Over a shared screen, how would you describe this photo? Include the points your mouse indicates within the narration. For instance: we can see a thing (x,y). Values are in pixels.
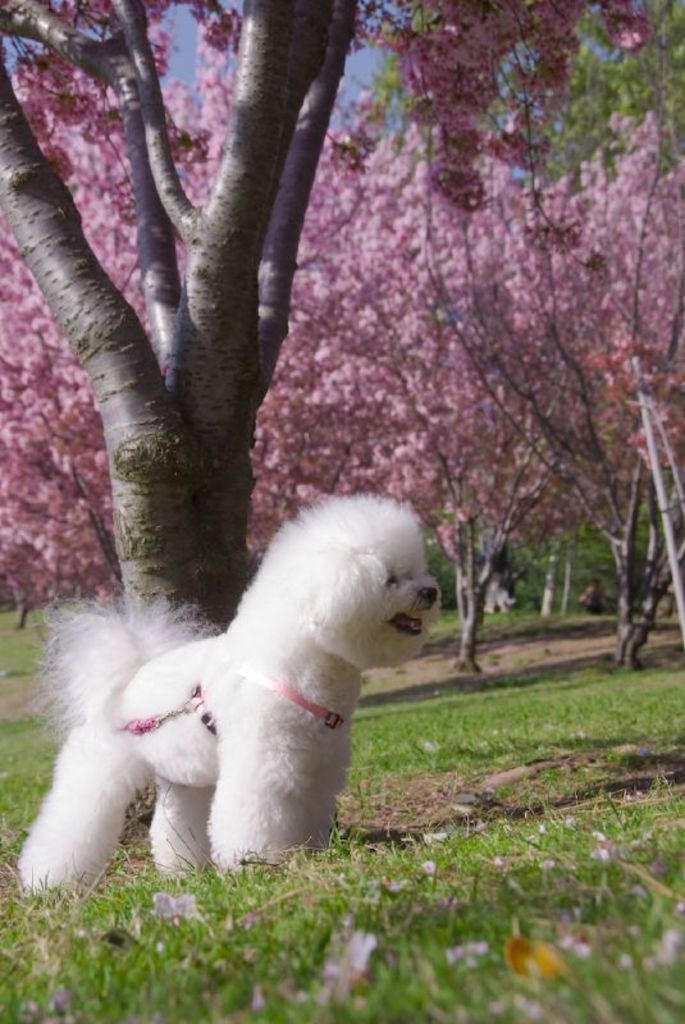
In this image there is a dog (302,687) on the grass (399,881). In the background (615,140) there are many trees (505,303). Sky (185,24) is visible.
